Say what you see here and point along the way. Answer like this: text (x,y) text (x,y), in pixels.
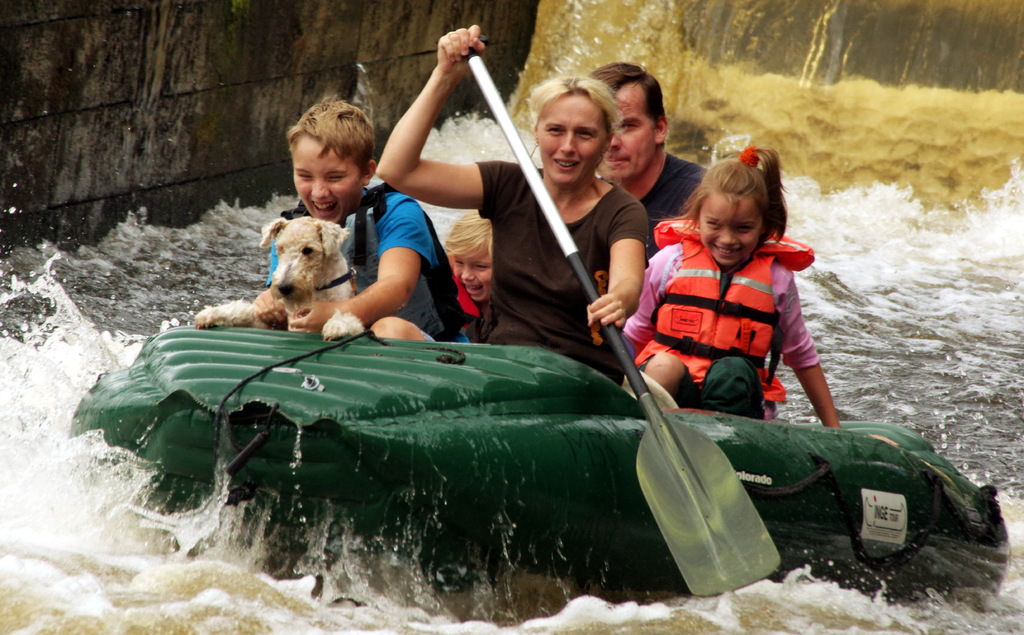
In this picture we can see a group of people (551,255), dog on boat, woman (558,282) is holding a paddle (555,230) and in the background (830,294) we can see water (69,445).
